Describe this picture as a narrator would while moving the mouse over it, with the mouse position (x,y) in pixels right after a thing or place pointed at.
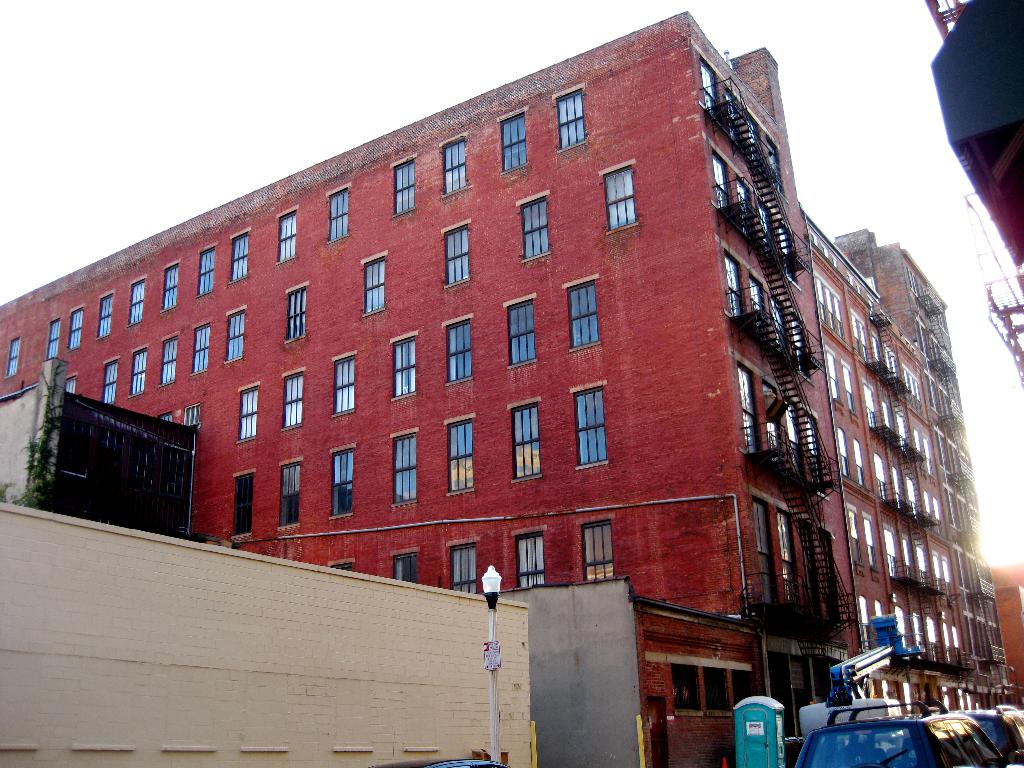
This is an outside view. Here I can see few buildings (617,532). In the bottom right (932,735) there are few cars (860,735). At the top of the image (171,88) I can see the sky (112,200).
